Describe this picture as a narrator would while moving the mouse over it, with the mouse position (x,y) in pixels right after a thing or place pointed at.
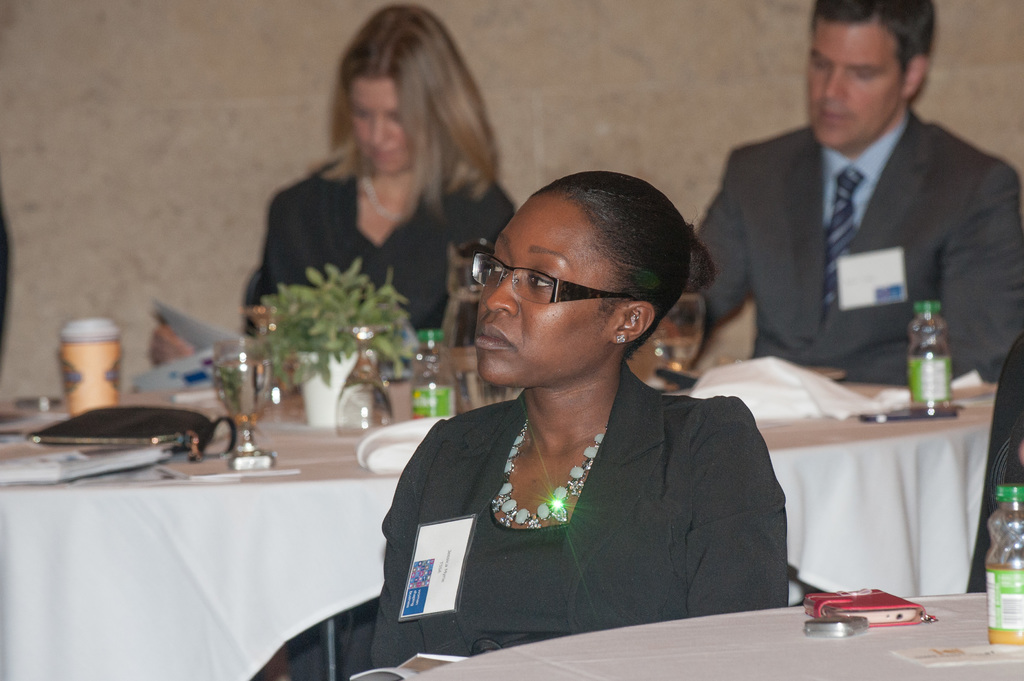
In this image we can see a woman (619,618) sitting and there is a table (771,650) with a bottle (1005,600) and some other things (919,654). We can see two persons (966,242) sitting in the background (970,264) and there is a table (865,434) in front of them and we can see few glasses (245,430), bottles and some other objects (309,354) on the table (100,667).
